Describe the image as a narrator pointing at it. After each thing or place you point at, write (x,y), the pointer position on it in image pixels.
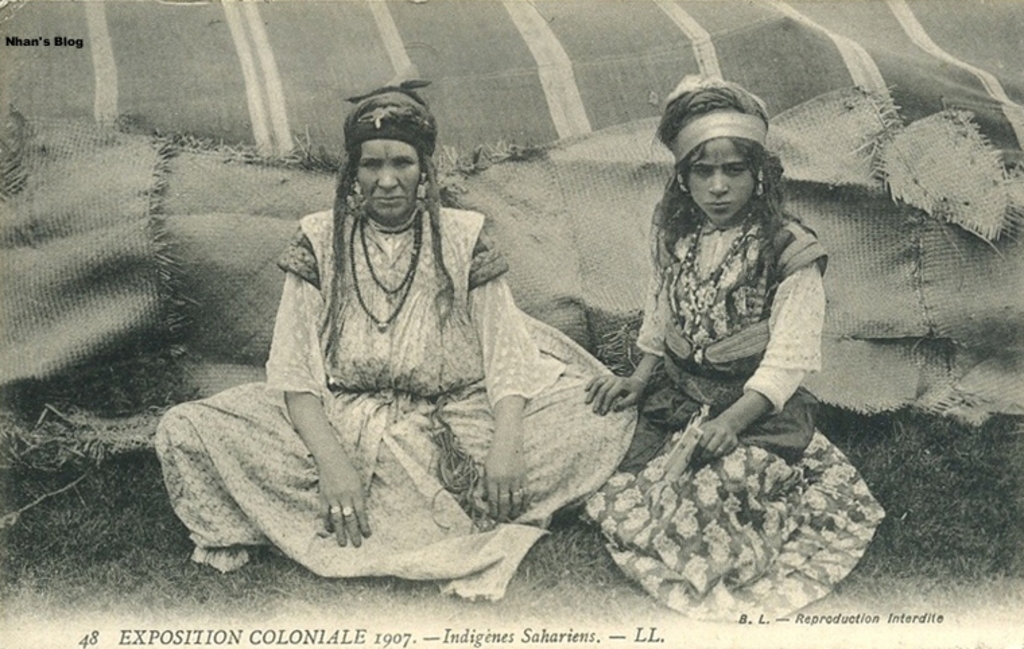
In this picture I can see there are two people (684,148) sitting and they are wearing long dresses (379,301) and in the backdrop (250,262) I can see there is a cloth (463,114) and it is stitched together with some other pieces of cloth (241,229).
